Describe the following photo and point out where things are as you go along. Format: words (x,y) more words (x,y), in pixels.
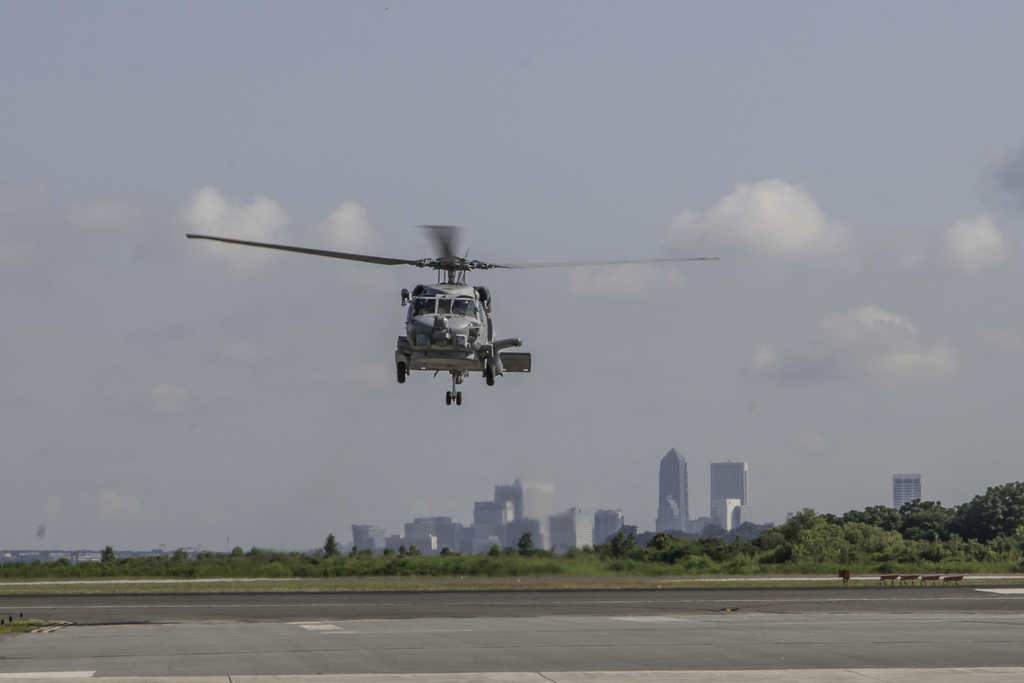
In this image we can see a helicopter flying in the air (579,362). Here we can see road (441,678), plants (507,568), trees (657,550), buildings (383,533), and objects (846,569). In the background (624,348) there is sky (707,252) with clouds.
